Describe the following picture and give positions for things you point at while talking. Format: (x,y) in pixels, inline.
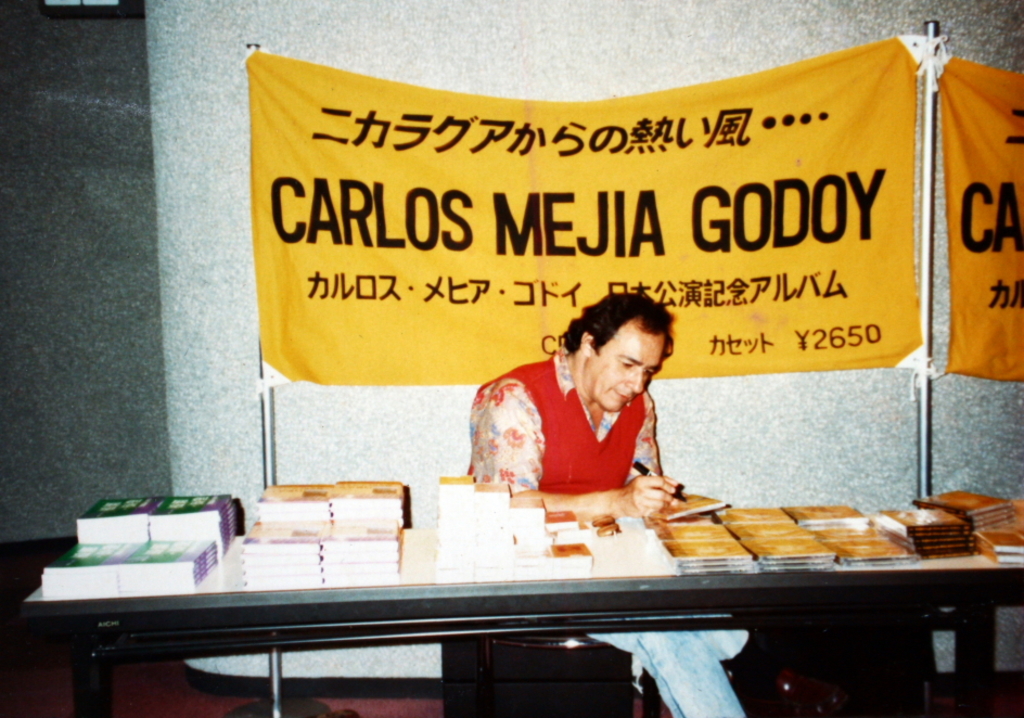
In this picture we can see one person (557,487) is sitting in front of the table (600,584) on it so many books (561,568) are placed, back side one banner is placed.
